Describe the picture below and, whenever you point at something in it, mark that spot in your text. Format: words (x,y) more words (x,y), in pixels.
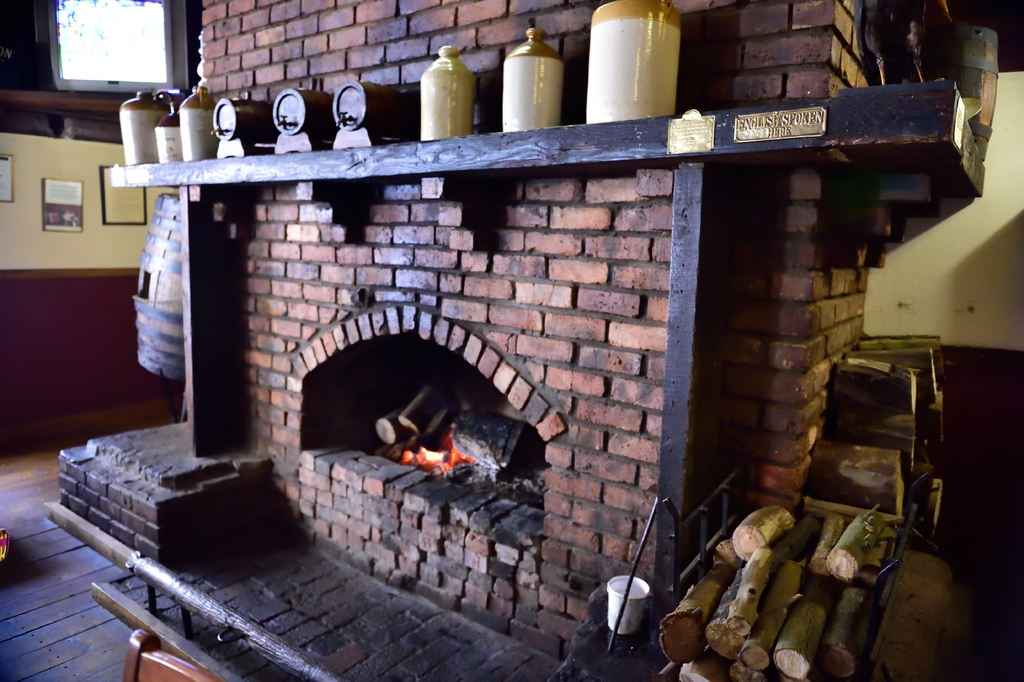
In this picture I can see jars (443,131), taps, there are wooden logs (793,646), there is a fireplace (333,361), there is a television (80,30) and a barrel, there are frames (56,190) attached to the wall (55,411) and there are some objects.
